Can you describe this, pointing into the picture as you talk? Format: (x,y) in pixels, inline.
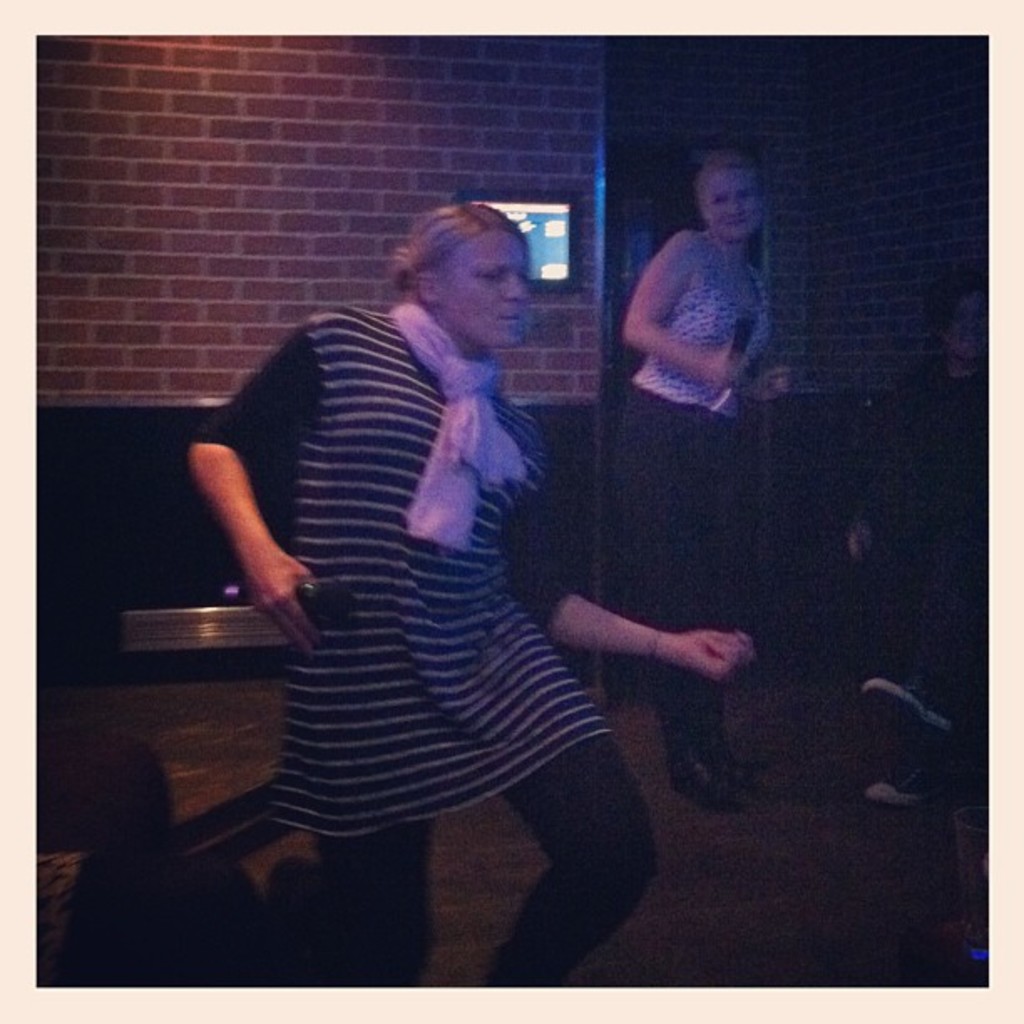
In this image I can see three persons (554,825) where few are standing. Here I can see a screen (564,210) and I can also see this image is little bit in dark.
